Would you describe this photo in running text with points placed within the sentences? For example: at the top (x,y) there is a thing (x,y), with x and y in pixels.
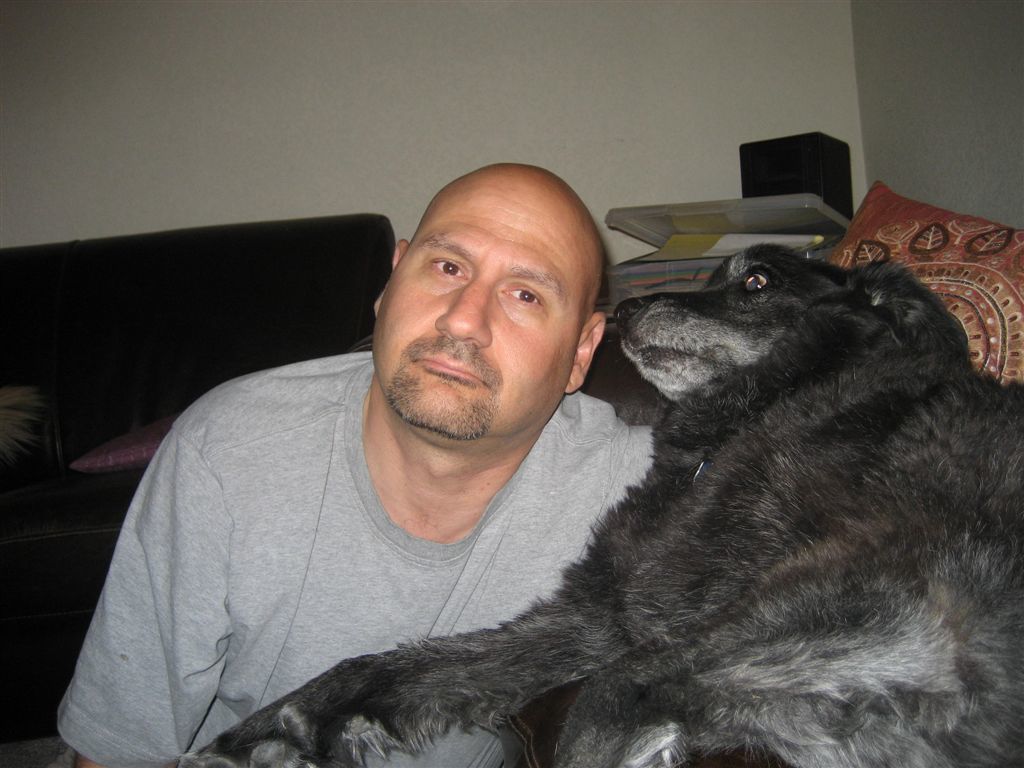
In this image we can see a man (415,485) and a black dog (725,615). In the background (115,464) we can see sofa (118,388) and pillows (967,312).
